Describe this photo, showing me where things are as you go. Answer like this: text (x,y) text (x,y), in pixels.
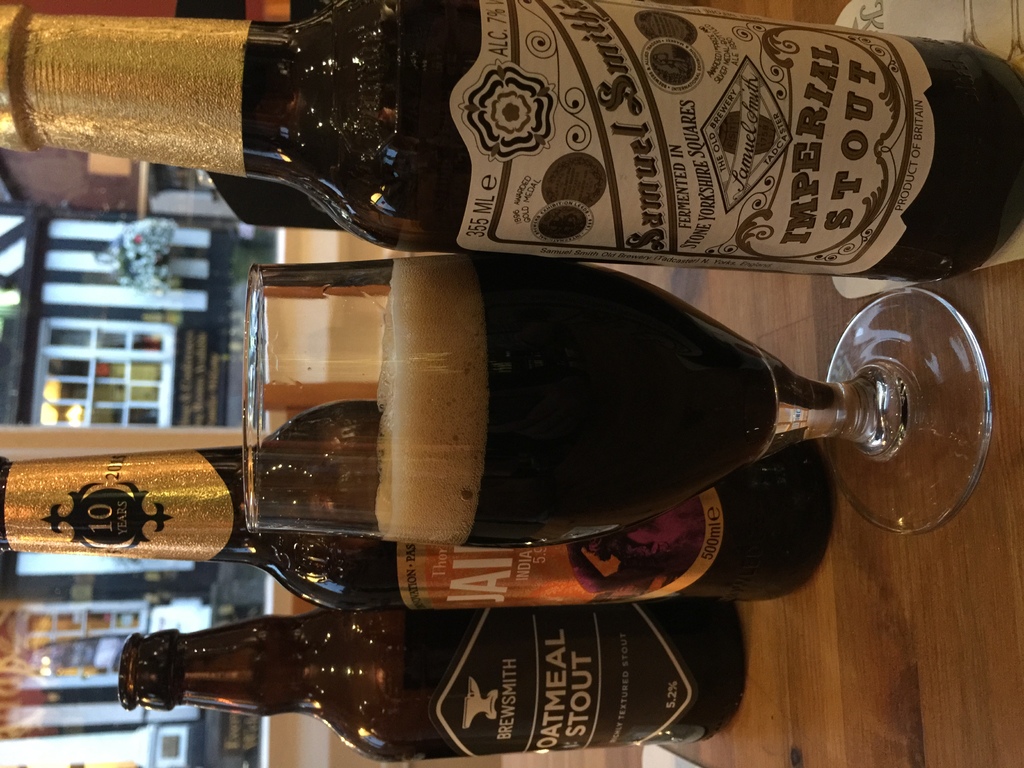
In this picture, we can see some bottles (562,566) and a glass (406,493) on the surface (882,565) and in the background (184,202), we can see a building (3,744) with glass-doors (74,321).
